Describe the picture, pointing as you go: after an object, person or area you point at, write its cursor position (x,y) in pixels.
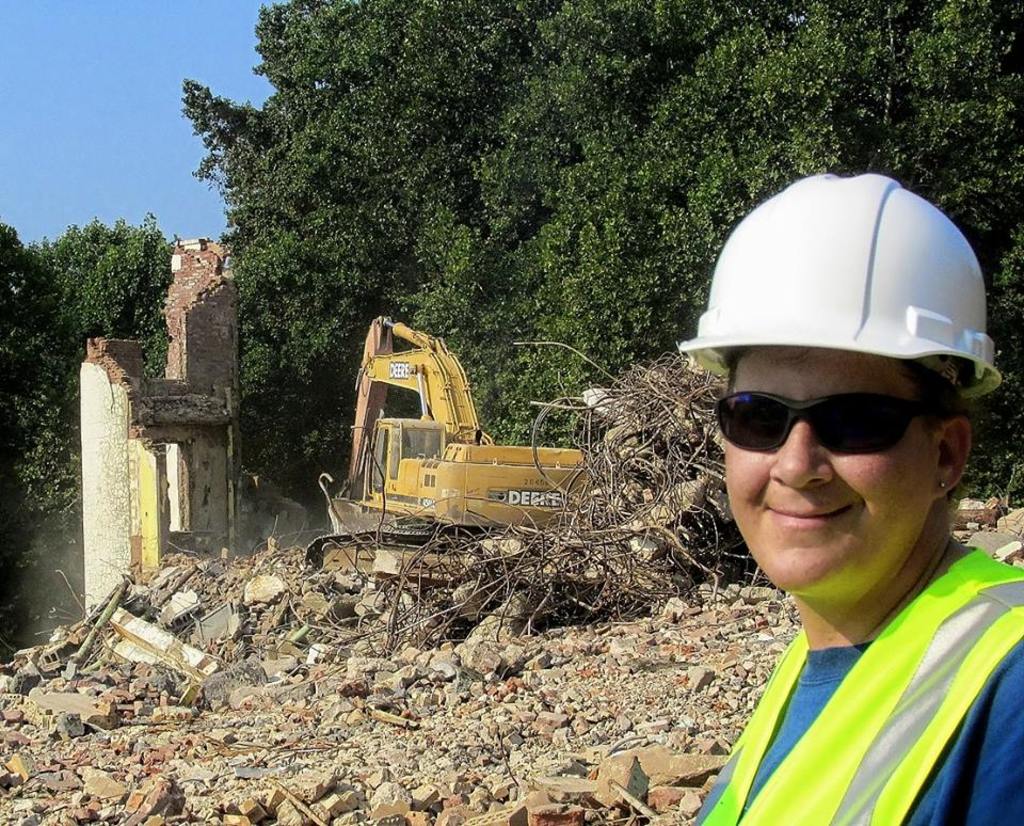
In the bottom right corner of the image (834,675) a person (822,406) is standing and smiling. Behind her there are some trees (545,254) and stones (52,792). In the middle of the image (565,486) there is a excavator (378,324). In the top left side of the image (211,51) there is sky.
